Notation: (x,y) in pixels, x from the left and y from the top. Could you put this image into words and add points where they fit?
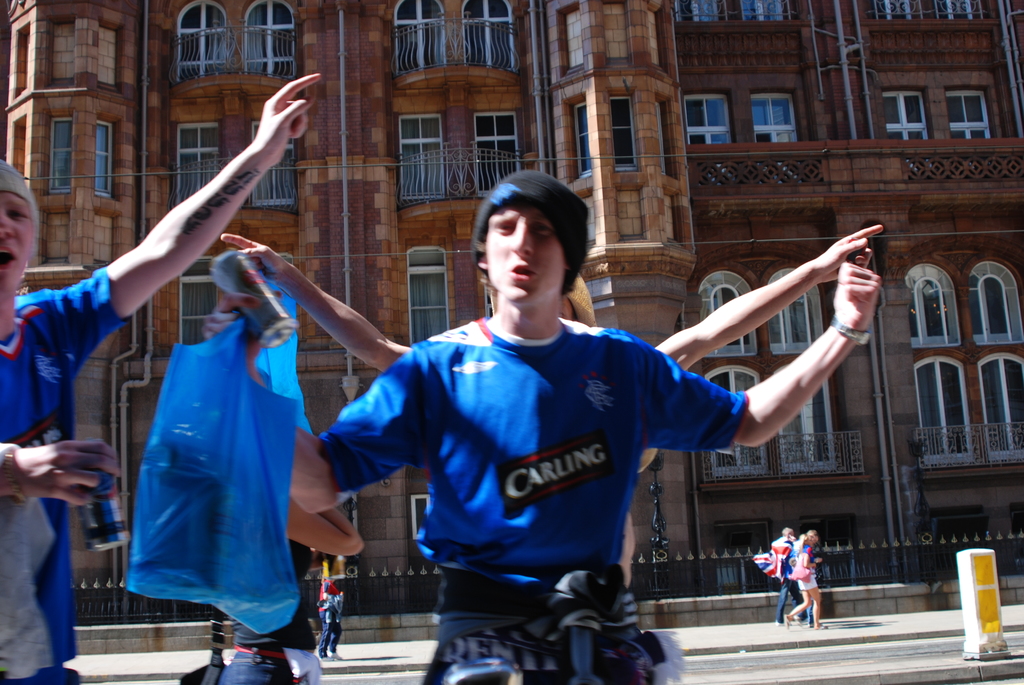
In the image we can see there are people (534,595) wearing clothes (573,561), standing and some of them are walking, they are wearing clothes (42,565) and some of them are wearing a cap (514,198). This is a plastic cover (214,411), can (256,279), road (895,660), fence (897,556), building (801,229) and windows (692,142) of the building (671,143).
